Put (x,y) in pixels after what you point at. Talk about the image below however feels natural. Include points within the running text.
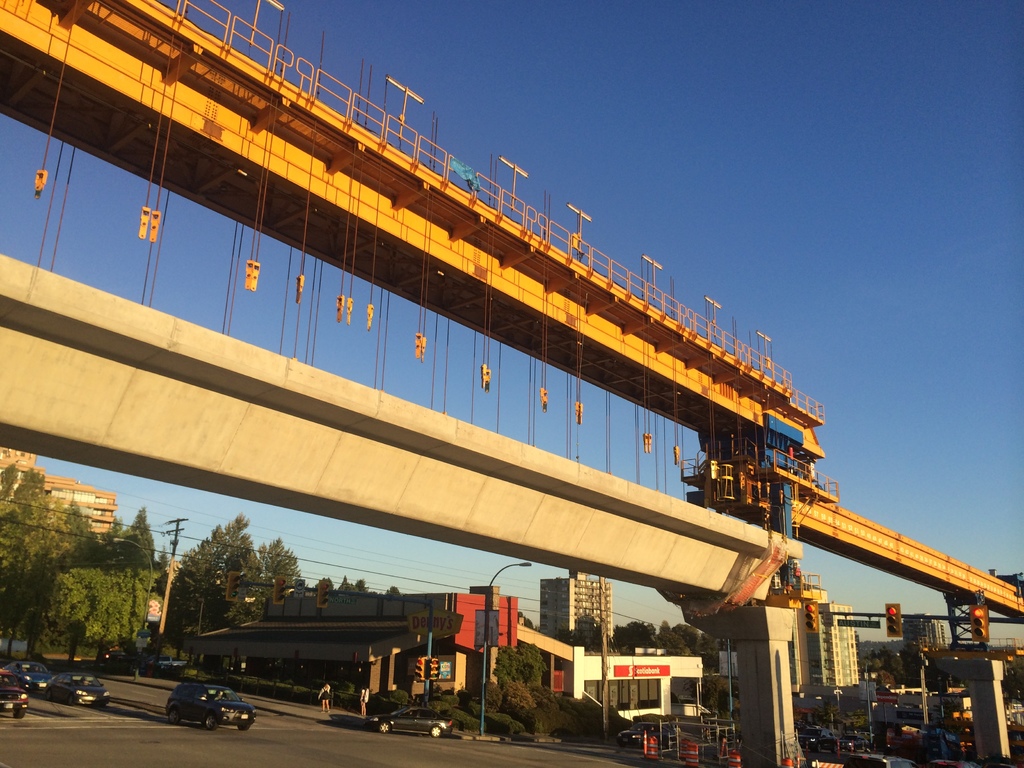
In this image I can see in the middle (558,324) there is the construction (741,393). On the left side (319,619) few vehicles (214,702) are moving on the road (292,722) and there are buildings (567,627), at the top (831,144) it is the blue color sky (855,163).
